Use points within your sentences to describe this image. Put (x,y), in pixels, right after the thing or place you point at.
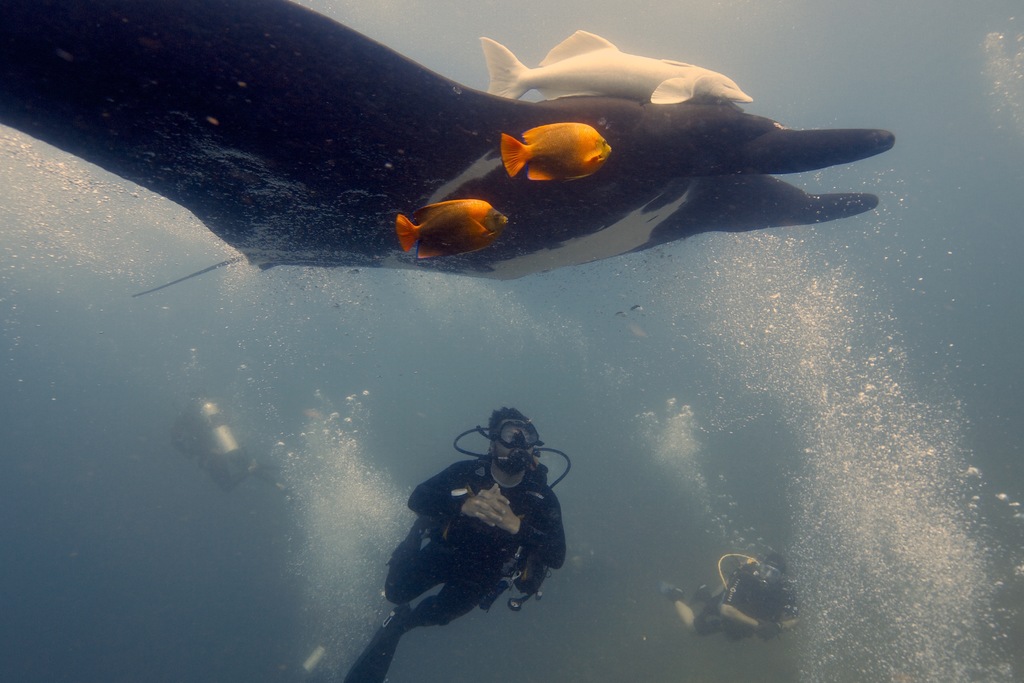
In this image there are three persons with cylinders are diving in the water (356,451), and there are fishes (267,27) in the water (115,427).
